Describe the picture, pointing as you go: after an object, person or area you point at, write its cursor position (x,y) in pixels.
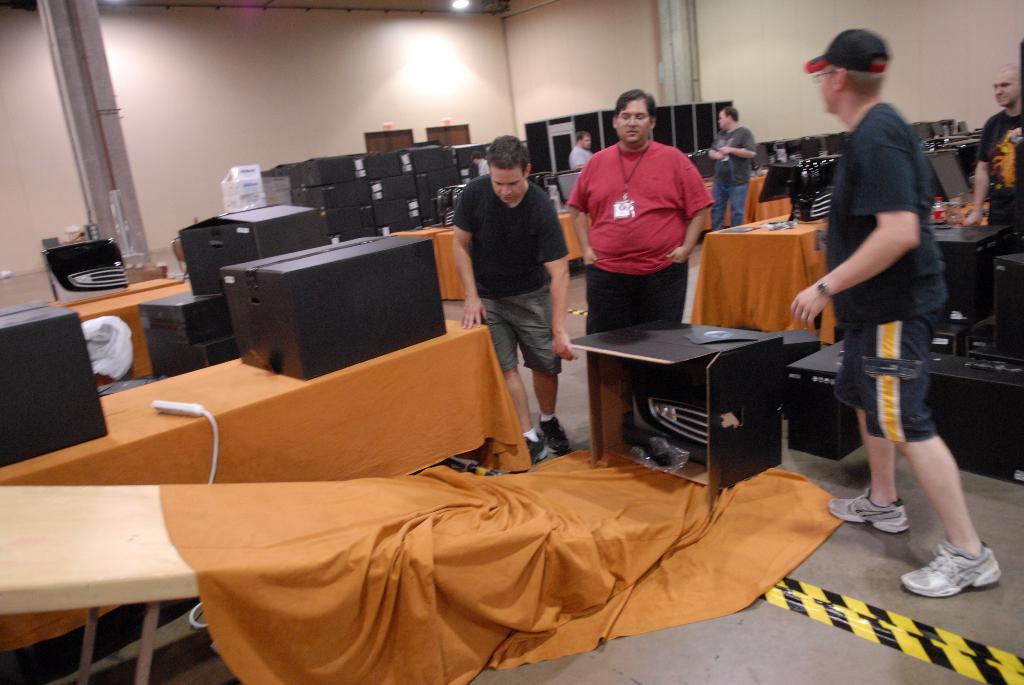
In this picture we can see some people (543,239) standing, there are some tables (459,360) and clothes (460,331) here, we can see some black color boxes (408,308), in the background (440,113) there is a wall (446,83), we can see a light (456,3) at the top of the picture (467,9).
